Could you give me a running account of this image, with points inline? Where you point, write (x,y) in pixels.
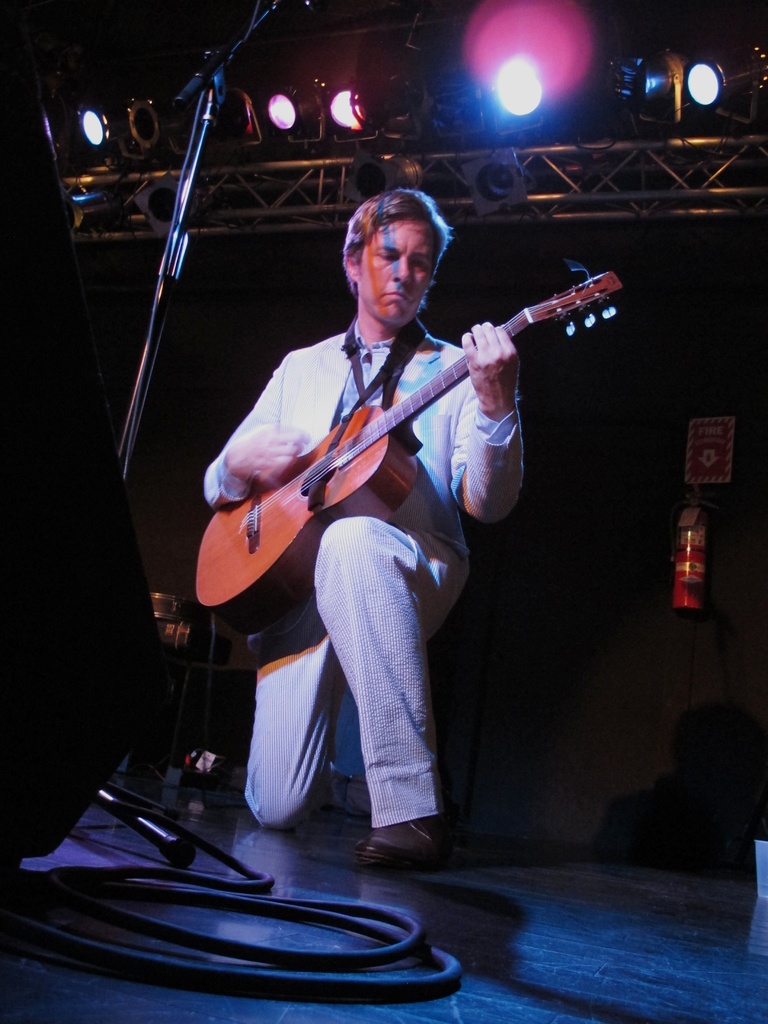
In this image, a person (375,556) is playing a guitar (352,453) in-front of microphone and stand (176,265), wire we can see. And background (690,554), we can see cylinder (683,571), board (701,446), screen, wall (575,647), few boxes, here and rod (305,214), lights (482,163).
